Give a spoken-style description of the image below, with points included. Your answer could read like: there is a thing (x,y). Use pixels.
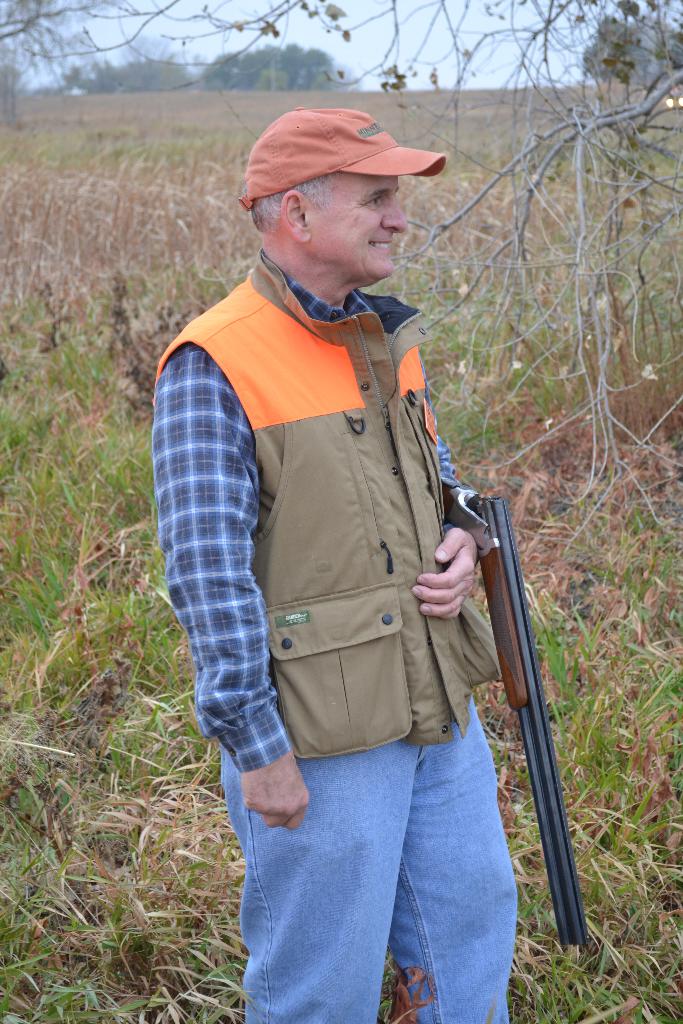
In the image we can see a man (340,553) standing, wearing clothes (298,612), cap (337,160) and he is smiling, he is holding a rifle (479,530). Here we can see the grass (481,479), trees (295,53) and the sky (392,66).
